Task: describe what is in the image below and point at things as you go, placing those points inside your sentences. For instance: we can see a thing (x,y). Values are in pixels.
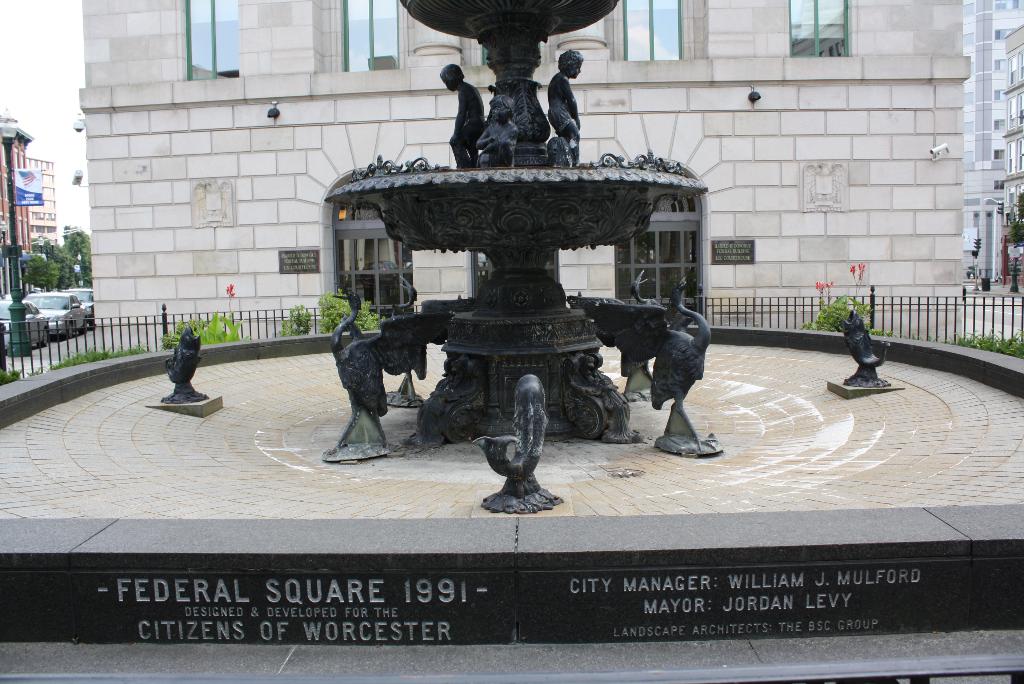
Here we can see statues of fishes (536,390), birds (360,381) on a platform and there are persons statues (500,103) on a platform (485,211). In the background (204,326) there is a fence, plants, buildings (871,34), security camera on the wall (873,180), trees (39,279), light poles (15,261), hoarding (27,186), vehicles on the road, trees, poles (18,335) and sky (50,145). At the bottom (341,637) we can see name (149,629) written on stone plates (613,608).
